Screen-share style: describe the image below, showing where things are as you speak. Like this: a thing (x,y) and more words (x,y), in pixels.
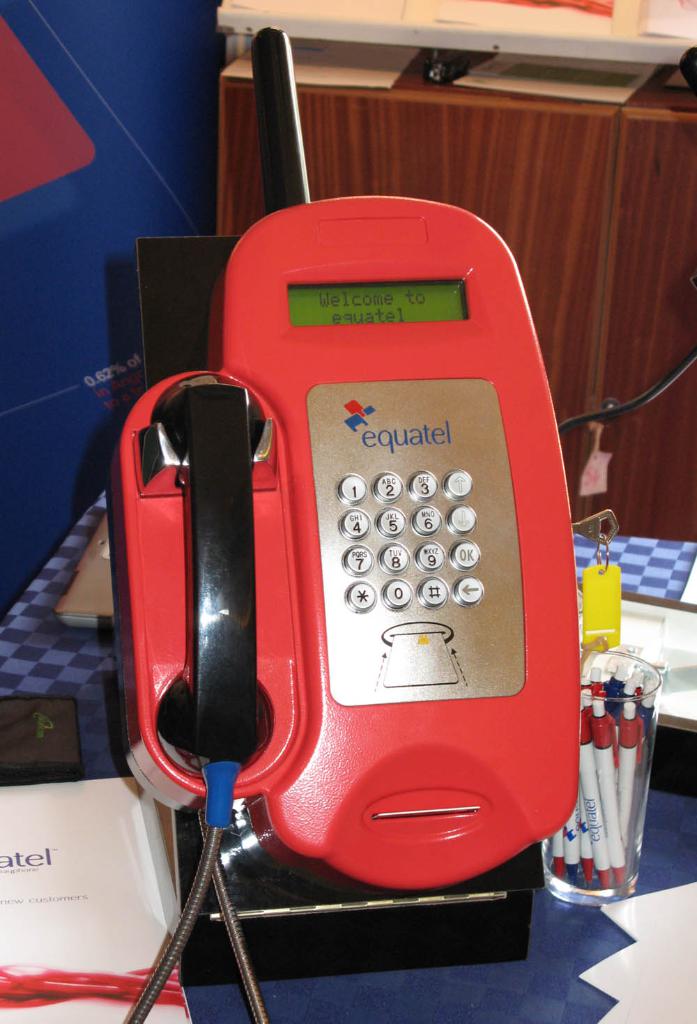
In this image I can see a red and black colour telephone (311,431) in the centre (397,477). On the right side of this image (586,588) I can see a key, a yellow colour keychain (603,585), a glass (588,665), few white colour things (665,946) and in the glass (623,720) I can see number of pens (593,781). On the left side of this image (84,1022) I can see a book (80,896) and on it I can see something is written. In the background (665,357) I can see a cupboard (606,215) and on the top of it I can see a white colour thing (695,15).
